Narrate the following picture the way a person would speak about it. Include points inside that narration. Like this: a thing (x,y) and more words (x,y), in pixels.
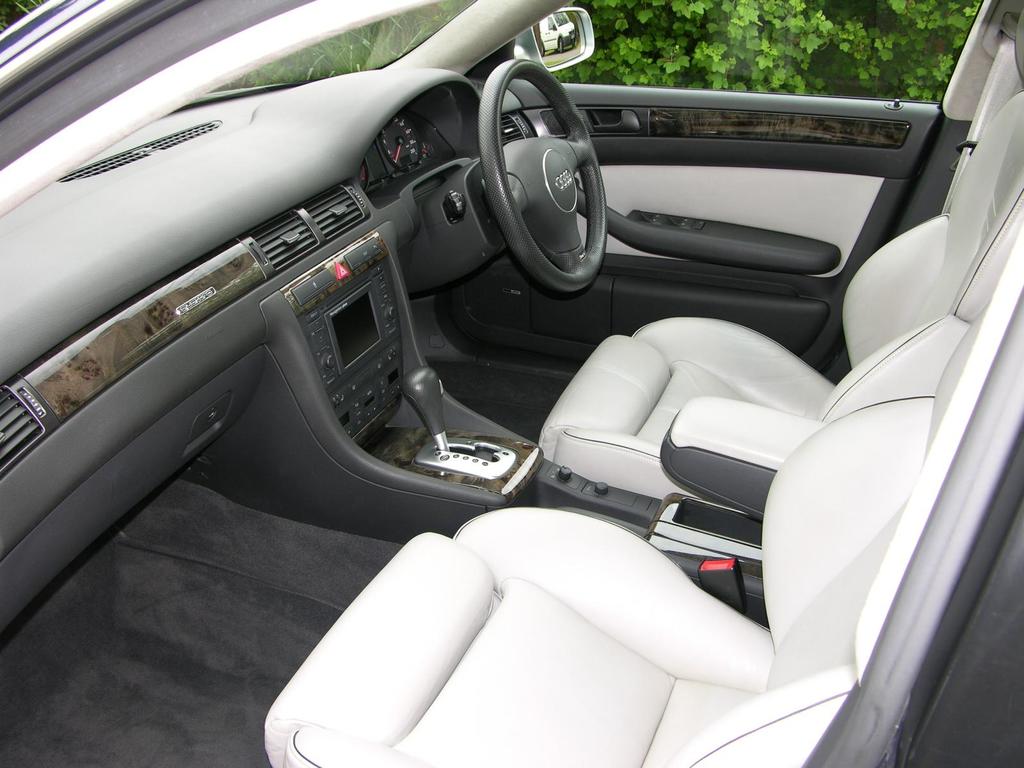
In the picture we can see an inside view of the car (884,673) with front seats (482,690), steering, besides it, we can see a gear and behind the steering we can see the speedometer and besides it, we can see A/C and outside of the car (90,205) we can see side mirror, door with a lock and windshield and we can see plants (954,43) outside the car (515,224).
